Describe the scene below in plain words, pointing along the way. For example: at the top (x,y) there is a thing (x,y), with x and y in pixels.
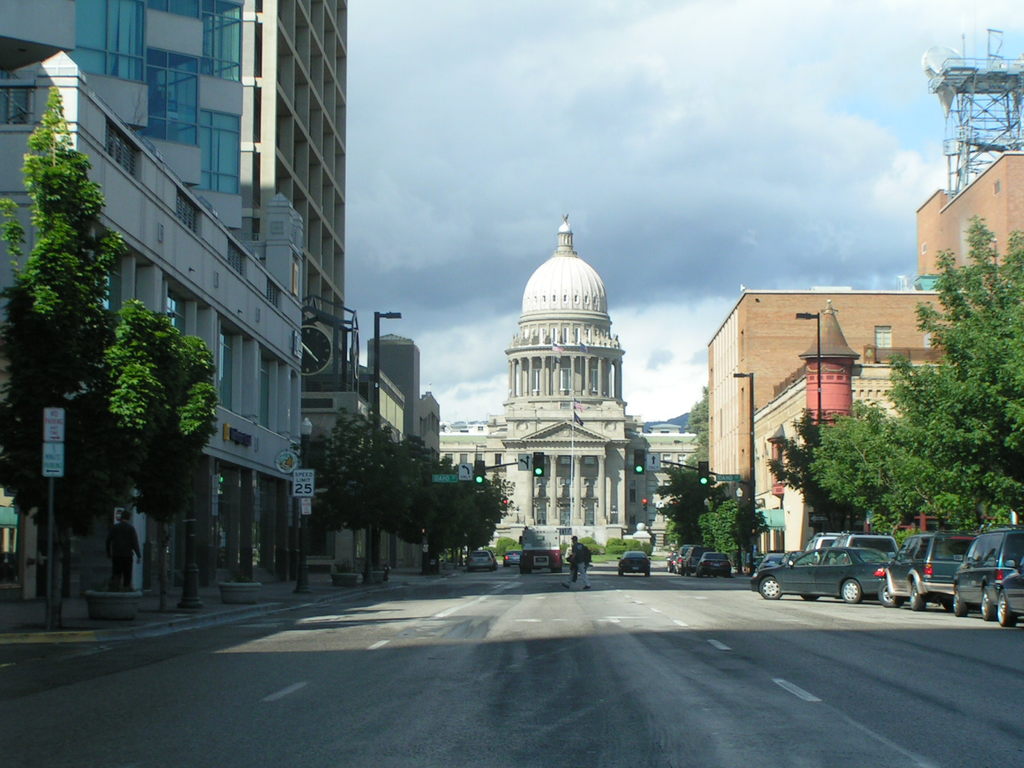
At the bottom of the image (640,628), on the road (640,641) there are few vehicles (552,569). On the left side of the image (196,608), on the footpath (159,603) there are potted plants (121,601), poles (304,530) with sign boards (304,514) and trees (405,510). Behind those things there are buildings (251,383). On the right side of the image (982,357) there are trees (846,449) and poles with traffic signals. Behind those things (693,510) there are buildings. In the background (581,320) there is a building (638,445) with pillars (552,499), walls (638,445), roofs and windows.
